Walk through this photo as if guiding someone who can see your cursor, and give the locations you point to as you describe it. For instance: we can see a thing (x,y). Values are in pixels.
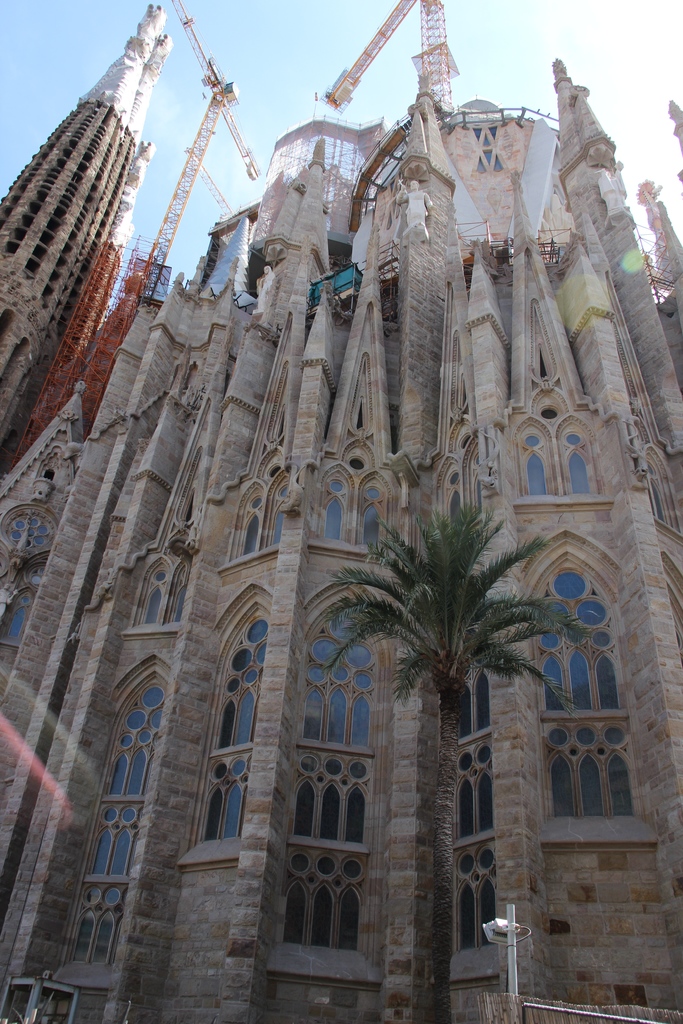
In the center of the image (233,433) there are buildings (239,362) and we can see a crane (191,152). At the bottom (510,982) there is a tree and a pole (510,958). At the top (315,58) there is sky (315,58).
